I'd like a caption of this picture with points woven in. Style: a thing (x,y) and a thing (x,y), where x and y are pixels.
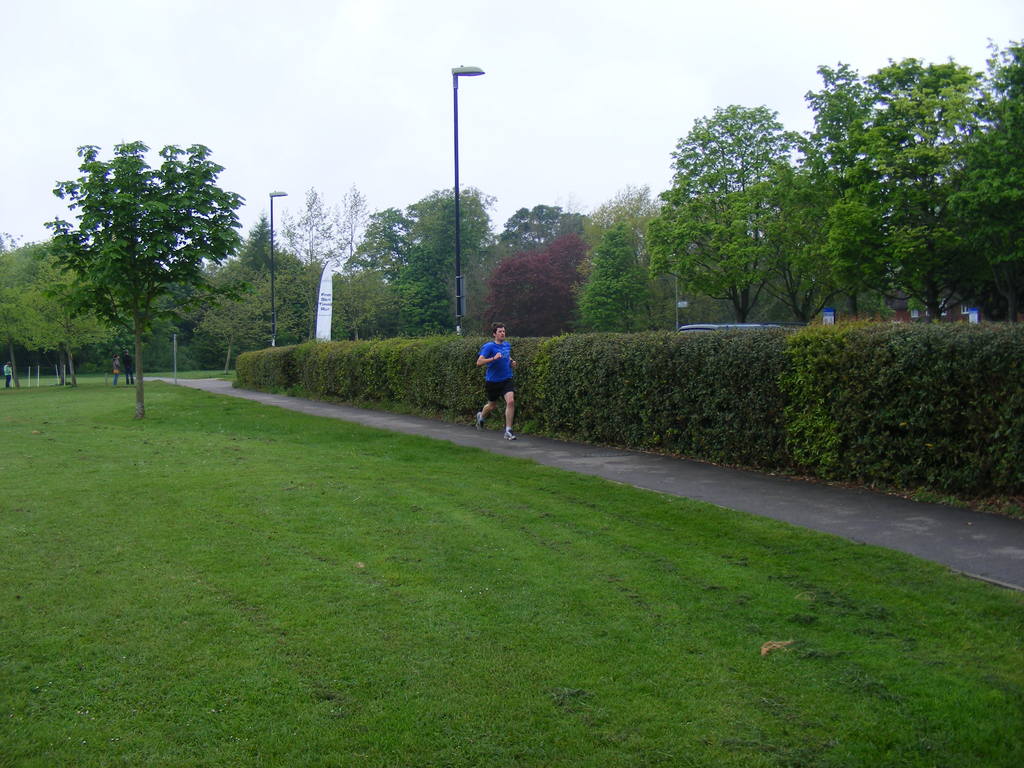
In this picture we can see a man (492,367) is running on the path (460,429) and behind the man (505,395) there are plants (458,374), poles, trees (25,332) and some people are standing on the path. Behind the trees (663,206) there is a sky (636,50).
